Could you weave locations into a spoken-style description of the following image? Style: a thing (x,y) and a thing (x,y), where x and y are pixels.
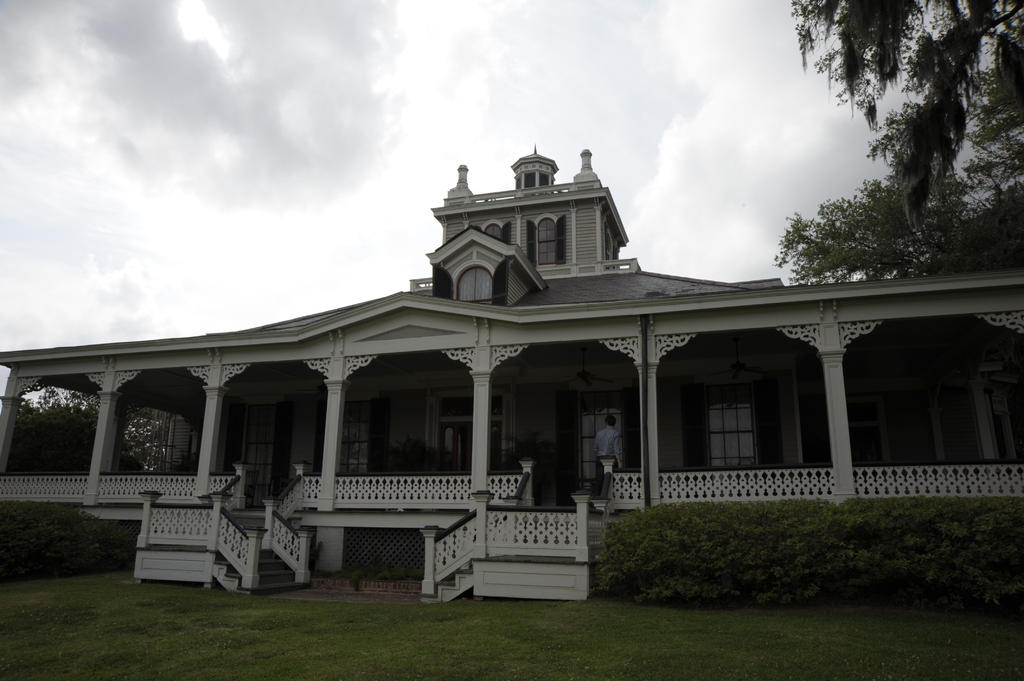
In this image, we can see a house (372,448), walls (947,398), windows (539,241), pillars (991,413), plants (57,523), railings (605,517), stairs (238,515) and ceiling fans (738,356). Here we can see a person (601,453). At the bottom of the image (770,565), we can see plants (674,565) and grass (461,652). On the left side (63,446) and right side (949,259), we can see trees (61,441). Background (178,265) we can see the sky (347,195) is cloudy.
